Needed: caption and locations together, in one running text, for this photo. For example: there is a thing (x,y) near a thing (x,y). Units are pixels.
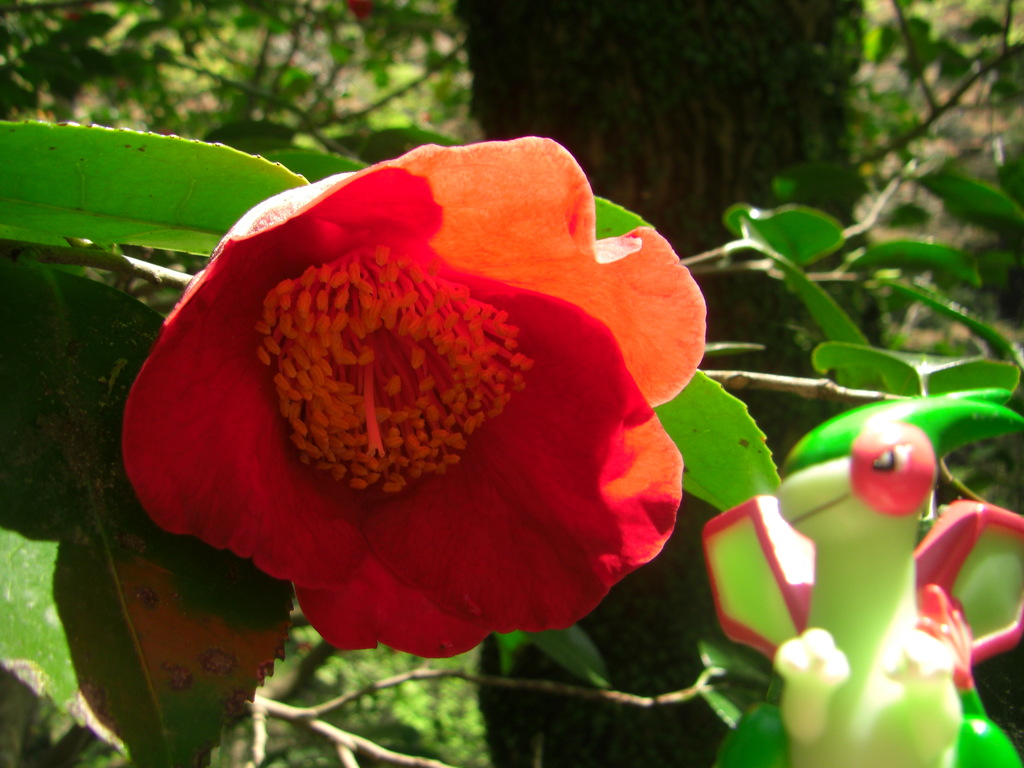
In this image there is a flower (474,396). Behind the flower (389,366) there are leaves (141,766) and a tree (701,579).
